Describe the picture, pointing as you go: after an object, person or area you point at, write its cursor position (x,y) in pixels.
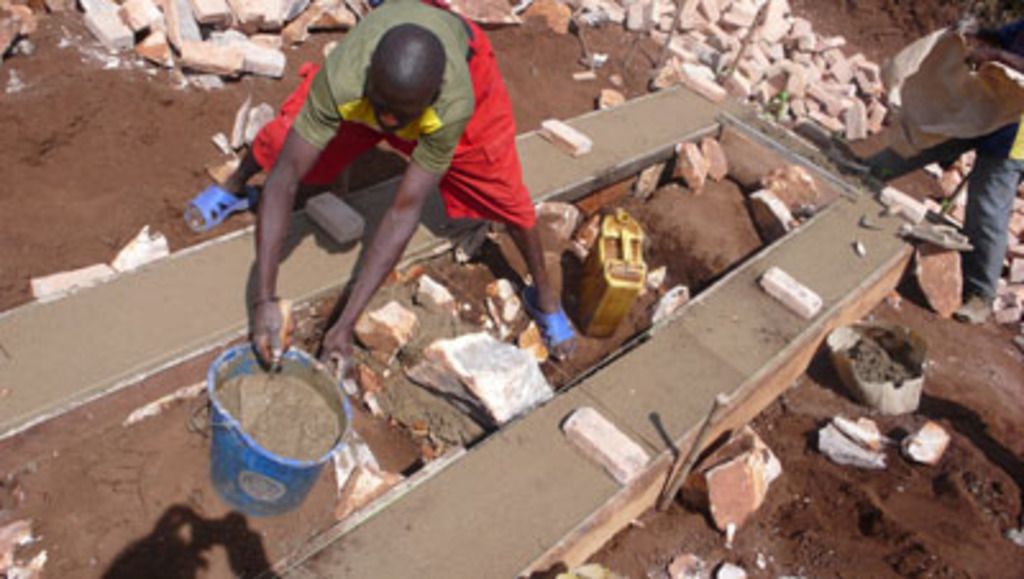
In this picture we can see people (466,34) on the ground (506,42), here we can see a wall (689,97), bricks (677,69), bucket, water can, soil (526,46) and some objects (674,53).
